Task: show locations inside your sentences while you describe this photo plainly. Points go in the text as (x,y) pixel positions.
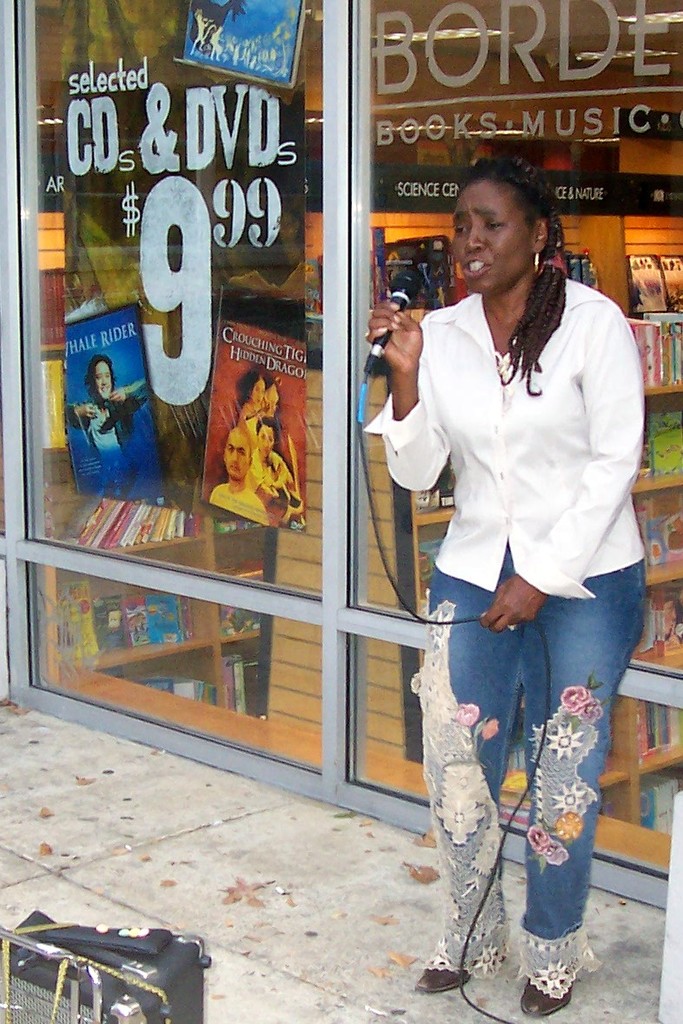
On the right side of the image (544,553), we can see a woman (500,500) is holding a microphone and wire (507,826). She is standing on the path (292,936). At the bottom of the image (110,1003), we can see an object (128,997). Background (150,683) we can see the glass objects (669,339) and posters (167,399). Through the glass (392,657) we can see inside view of a store (644,355).
